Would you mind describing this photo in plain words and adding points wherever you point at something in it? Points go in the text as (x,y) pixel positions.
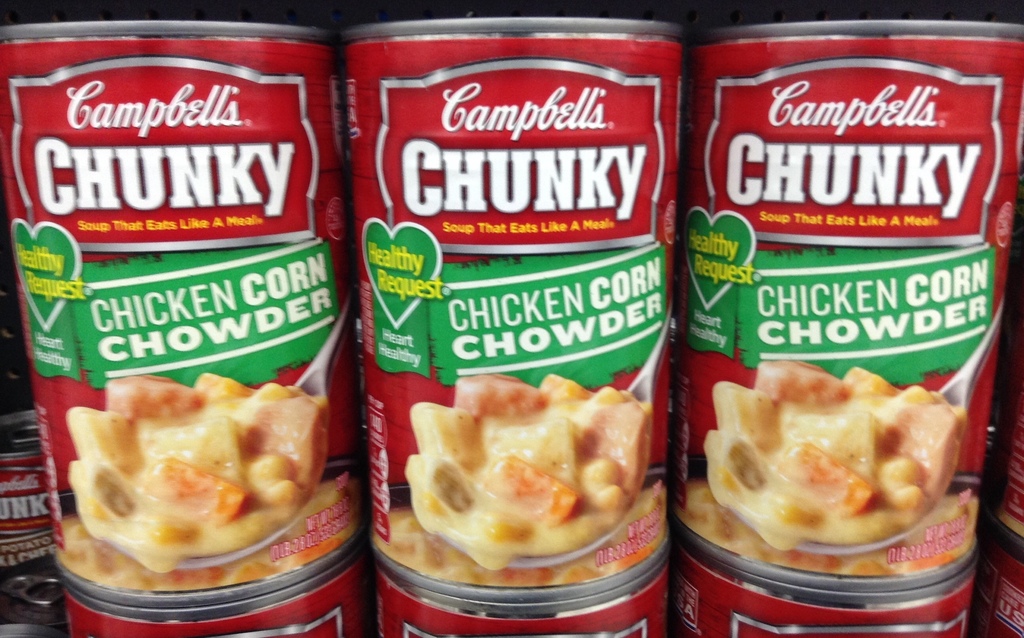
In the image in the center (493,302), we can see few cans (141,410). On the cans (298,317), it is written as "Chicken Corn Chowder".
